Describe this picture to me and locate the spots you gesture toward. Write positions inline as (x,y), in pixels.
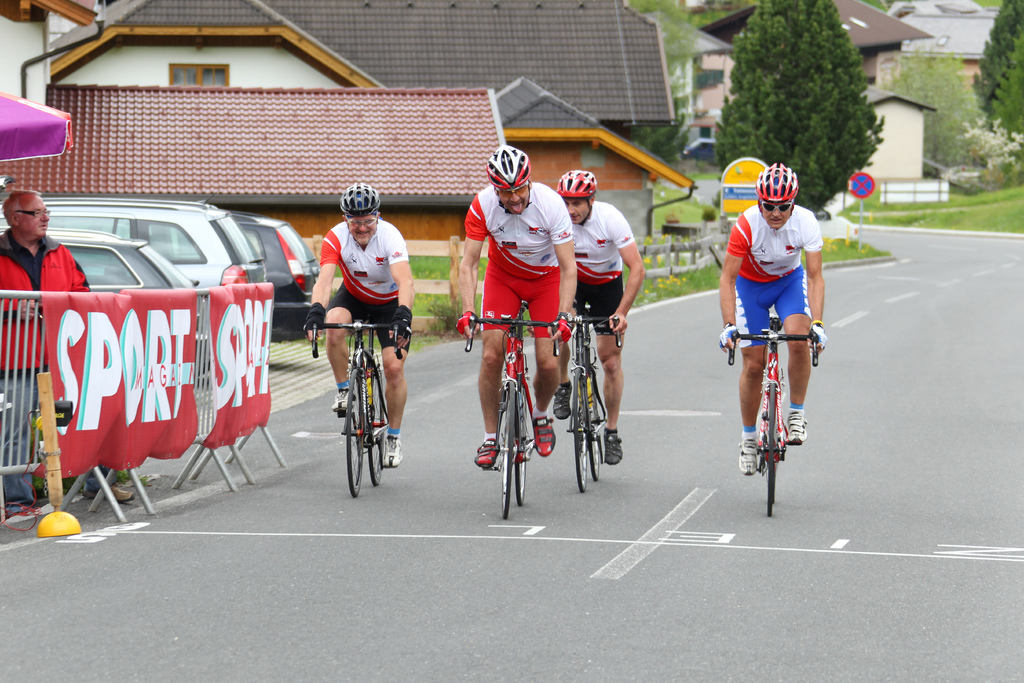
This is the picture of a road (860,265). In this image there are group of people (390,283) riding bicycle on the road (774,682). On the left side of the image (296,299) there is a person (72,268) standing under the umbrella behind the railing (5,387) and there are banners (153,387) on the railing (156,401) and there are vehicles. At the back (612,75) there are buildings (490,149) and trees (946,123) and boards (745,194) on the poles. At the bottom (700,653) there is a road (921,490) and there is grass (888,257).
